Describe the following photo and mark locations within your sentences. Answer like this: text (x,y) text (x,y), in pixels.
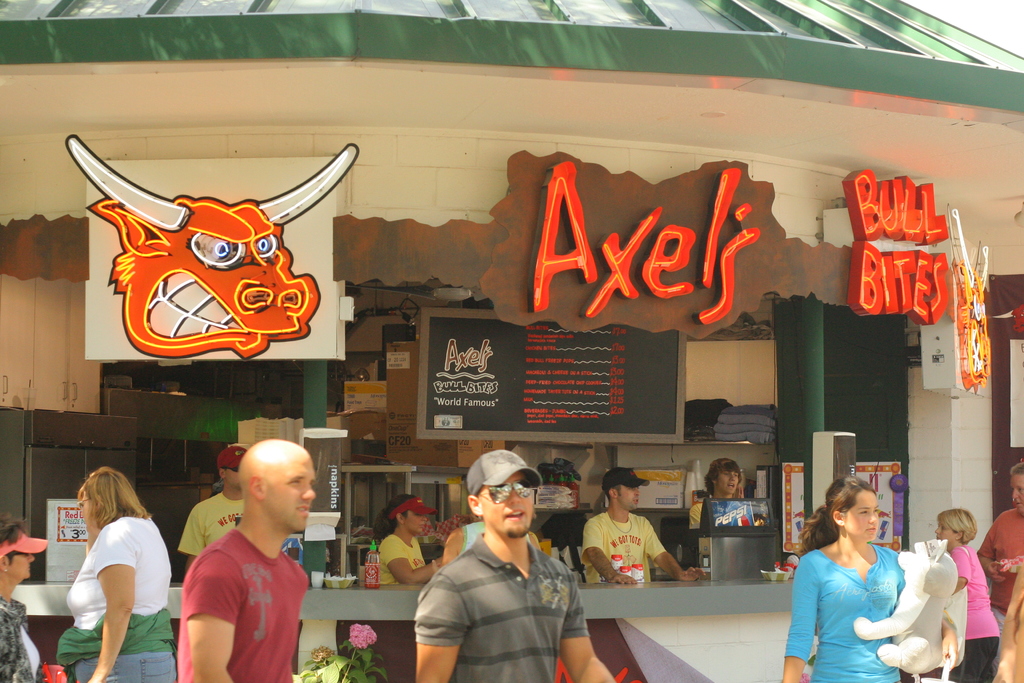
In this image there are group of persons (403,574) standing and walking. In the center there is a flower (376,637) and there is a plant (332,669). In the background (512,334) there are boards (527,329) with some text (613,265) written on it and there is a building (467,246).
